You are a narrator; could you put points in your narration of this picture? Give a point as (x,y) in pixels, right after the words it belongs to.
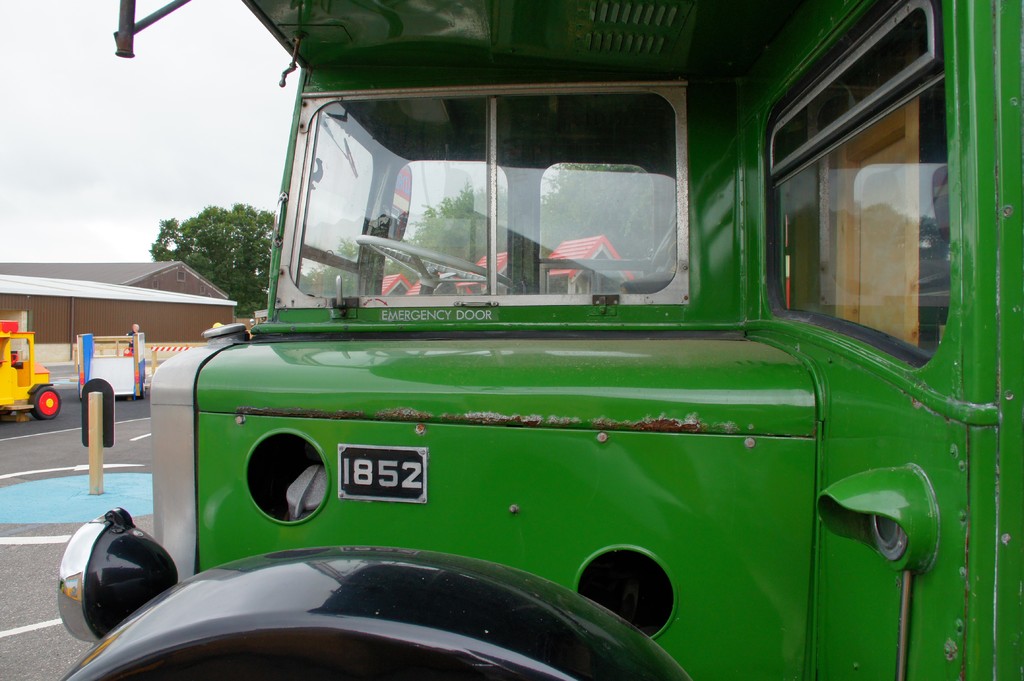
In the center of the image (617,389) we can see a truck (617,374) on the left (214,465). There is a vehicle (21,410) on the road (21,444) and we can see a board (84,396). In the background (8,283) there are sheds (3,314), trees (253,219) and sky (184,153).
